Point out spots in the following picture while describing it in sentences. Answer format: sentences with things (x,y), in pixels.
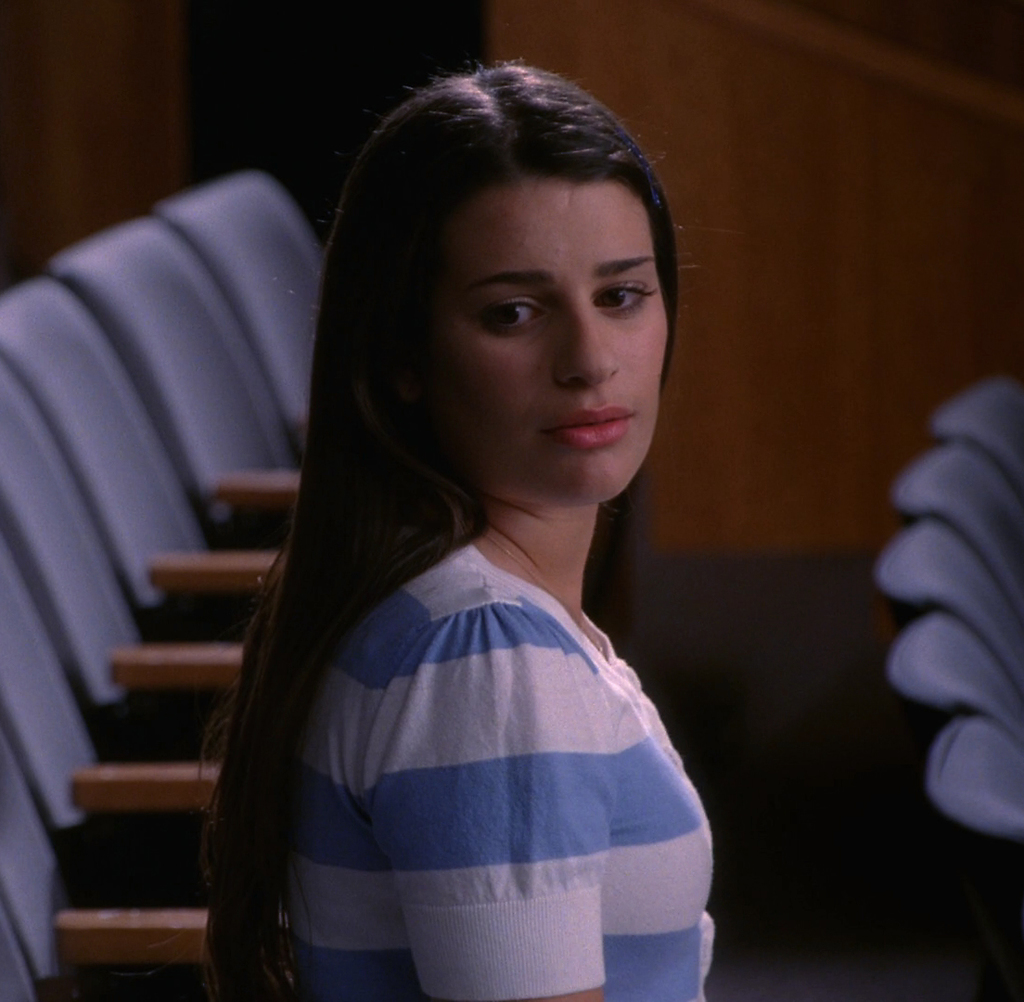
In this image we can see a woman (578,746) sitting on the chair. In the background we can see empty chairs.
